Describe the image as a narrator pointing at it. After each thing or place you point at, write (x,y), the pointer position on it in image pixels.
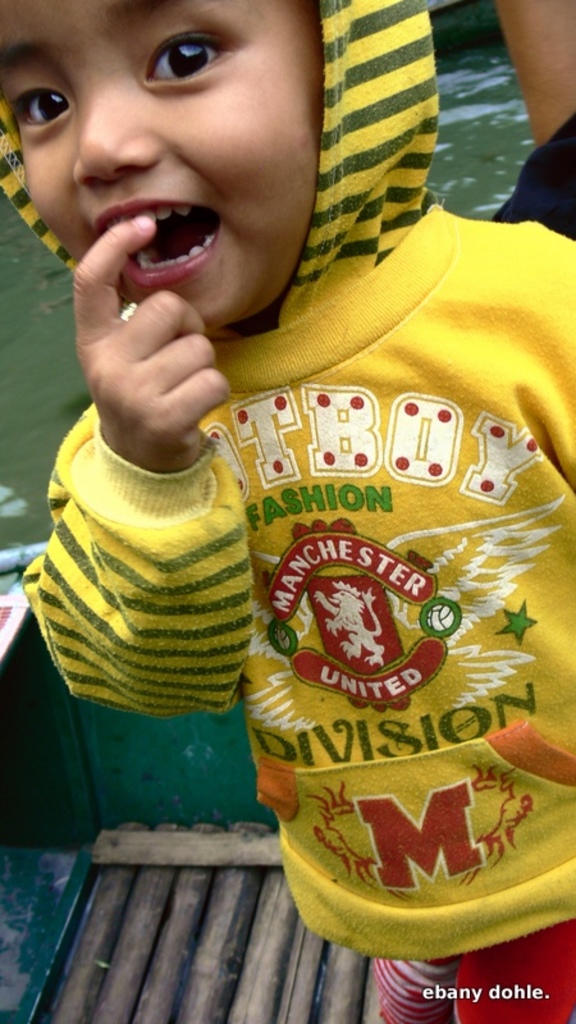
In this image I can see a child (389,553) wearing yellow, red and white colored dress (457,509) is standing in a boat (216,892) which is green, brown and black in color. In the background (47,323) I can see the water (60,348) and another person (564,208) to the right top of the image (574,205).
